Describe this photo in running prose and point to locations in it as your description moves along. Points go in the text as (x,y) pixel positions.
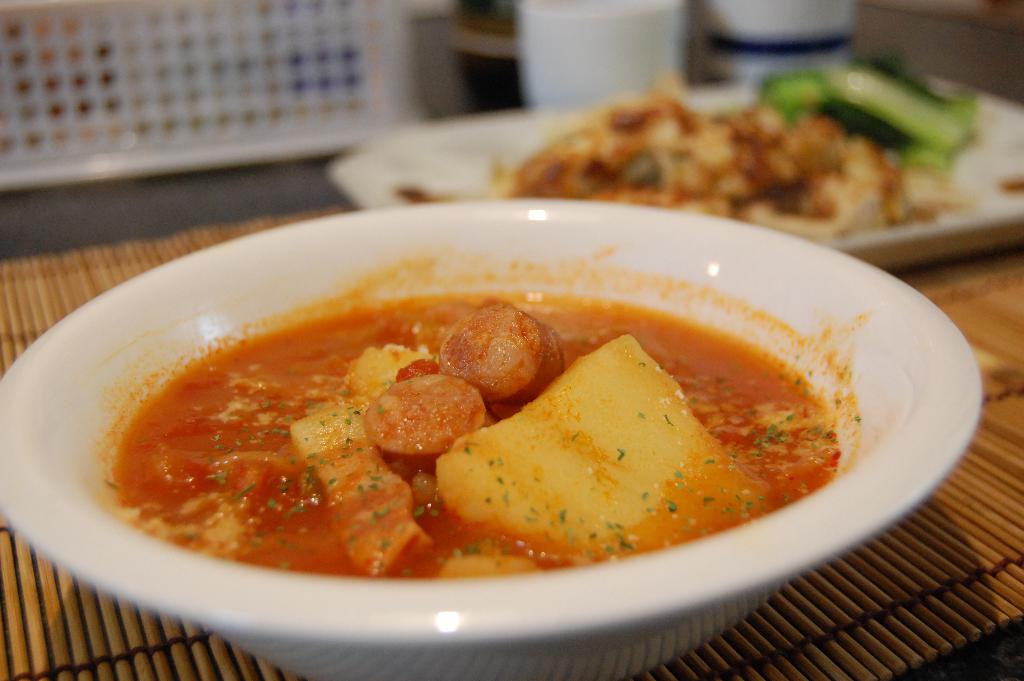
In this picture I can see food items (815,117) on the plate (873,234) and in the bowl (693,242), which are on the dining place-mat (862,611), and in the background (441,36) there are some objects (354,48).
